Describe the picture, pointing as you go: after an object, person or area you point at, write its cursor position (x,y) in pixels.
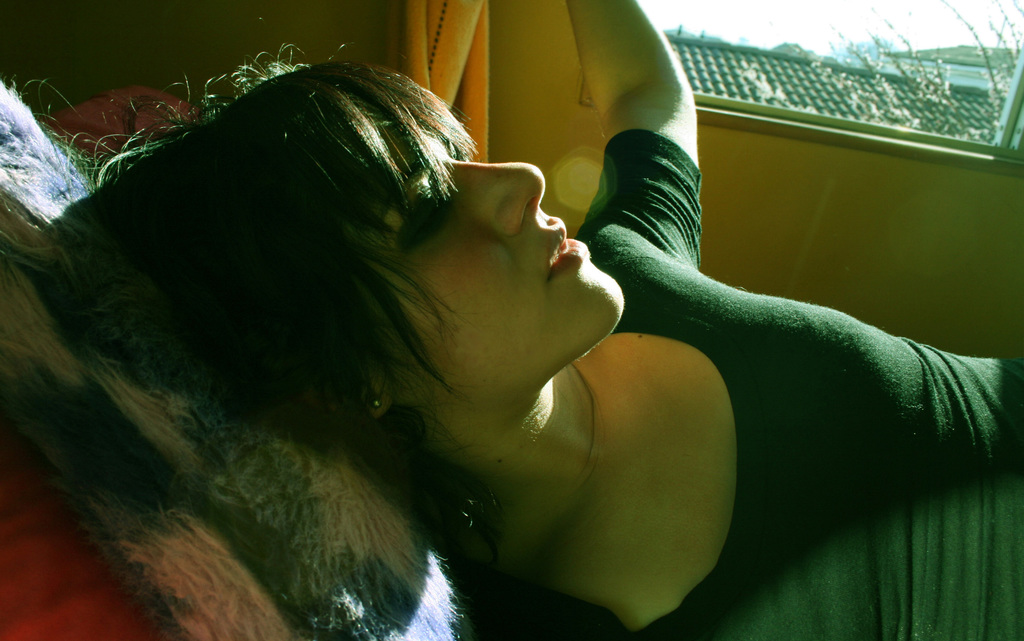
There is a lady (493,333) lying and keeping the head (339,379) on a pillow (63,337). In the back (831,180) there is a wall (874,161) and a window (756,72). Through the window (833,64) we can see roof (841,81).
